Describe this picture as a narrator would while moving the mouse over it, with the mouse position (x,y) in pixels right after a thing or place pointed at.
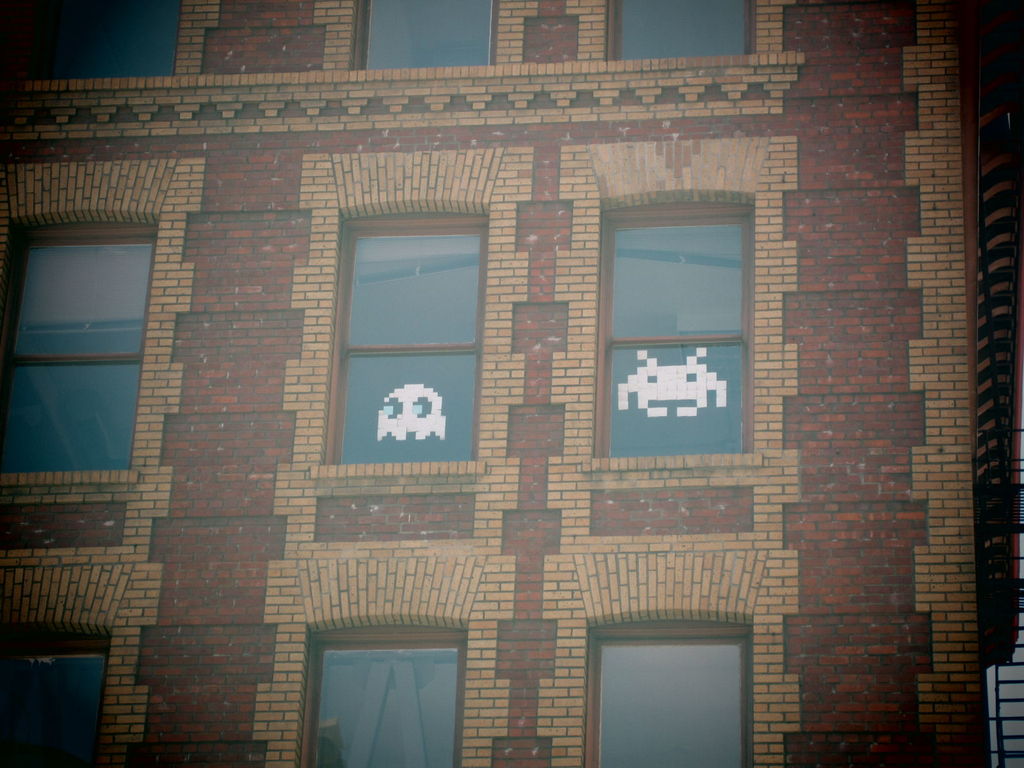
This is a picture. I can see a building (513,434) with windows (379,757).
